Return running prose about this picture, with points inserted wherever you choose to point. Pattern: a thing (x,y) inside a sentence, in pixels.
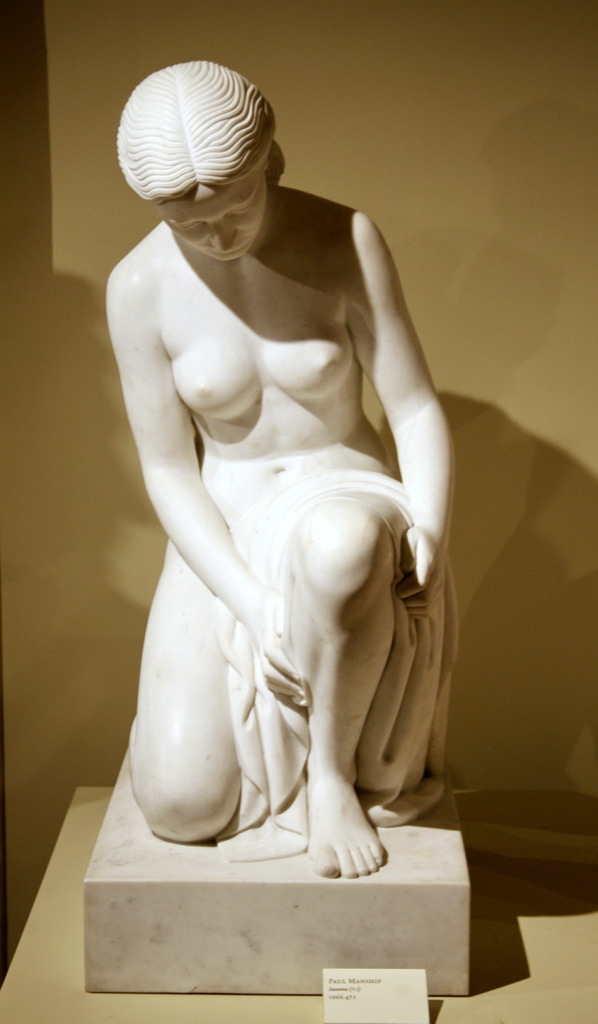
In this picture I can observe a statue (213,421) in the middle of the picture (301,476). In the background (117,233) I can observe wall (470,274).
